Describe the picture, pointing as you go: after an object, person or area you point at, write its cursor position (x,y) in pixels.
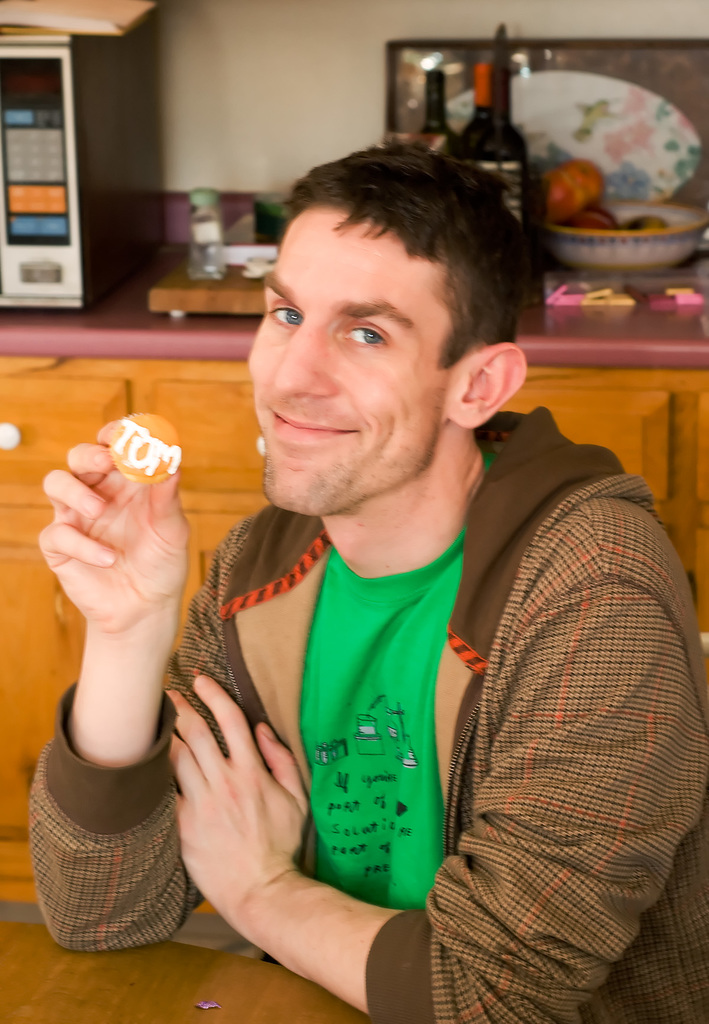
In this image I can see the person (325,558) sitting and holding some object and the person (265,635) is wearing green and brown color dress (248,652). Background (430,95) I can see few bottles (442,98) and I can see the food (562,197) in the bowl (650,247) and I can see some object (90,216) in gray color on the counter top (161,344).
